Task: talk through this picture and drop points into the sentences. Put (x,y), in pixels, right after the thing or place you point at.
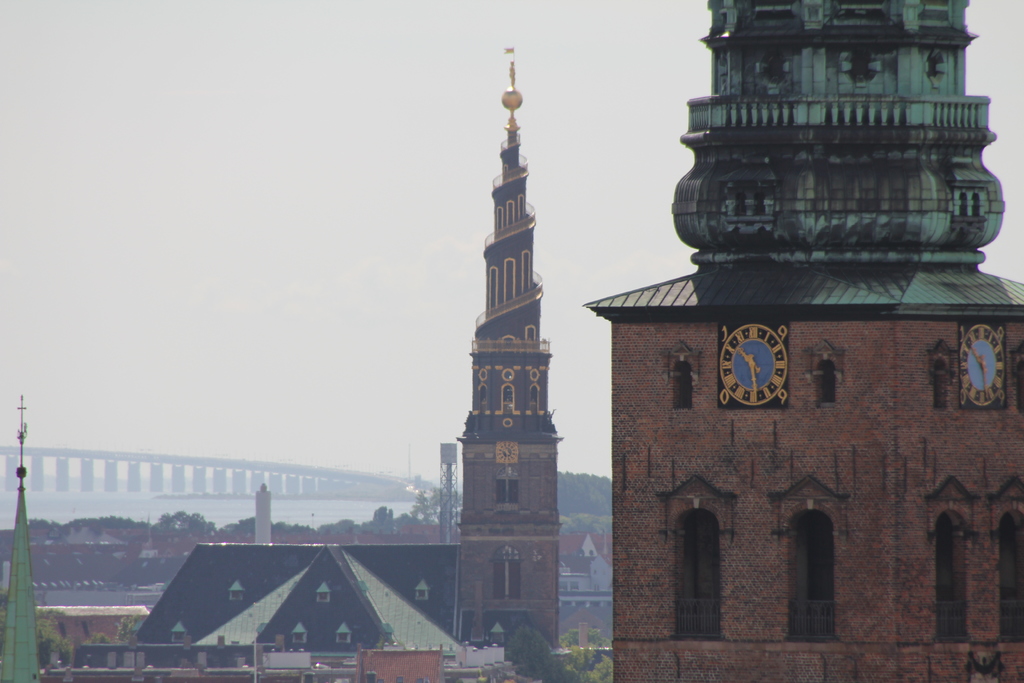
In the image I can see some buildings (871,566), among them there is a clock (765,399) to the building (496,373) and also I can see some trees (242,527) and a river (58,498) on which there is a bridge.
